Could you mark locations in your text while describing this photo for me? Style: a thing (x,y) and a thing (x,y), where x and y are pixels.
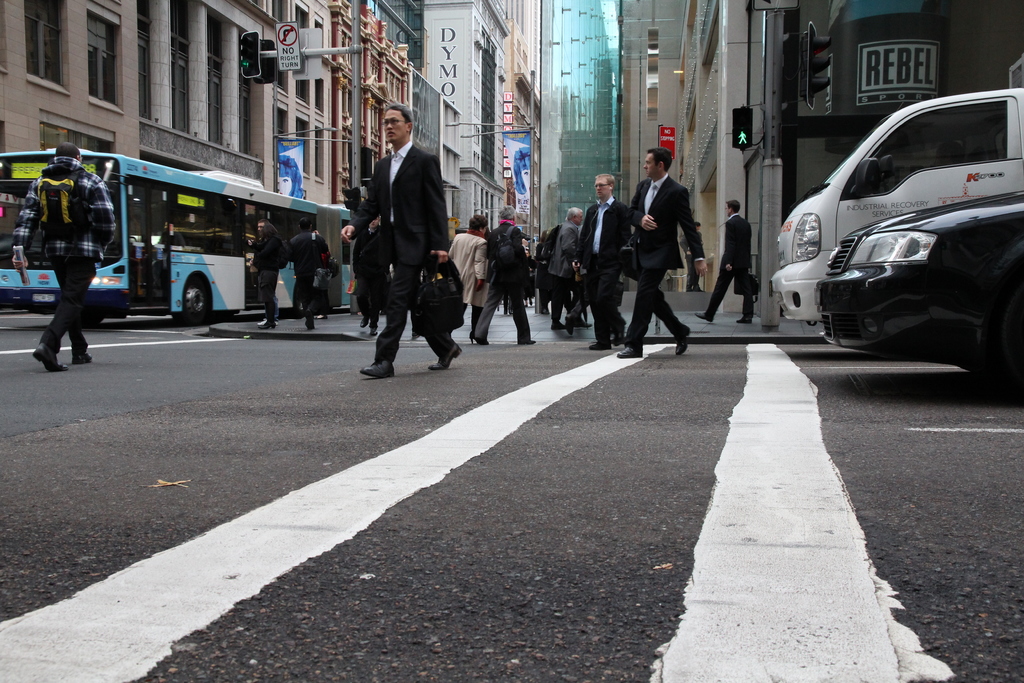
In this picture I can see few people (417,282) walking and I can see a bus (222,243) and few vehicles (825,296) on the road (945,365) and I can see buildings (467,111) and few boards (512,156) with some text (885,76). I can see few traffic signal lights (742,136) to the poles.
